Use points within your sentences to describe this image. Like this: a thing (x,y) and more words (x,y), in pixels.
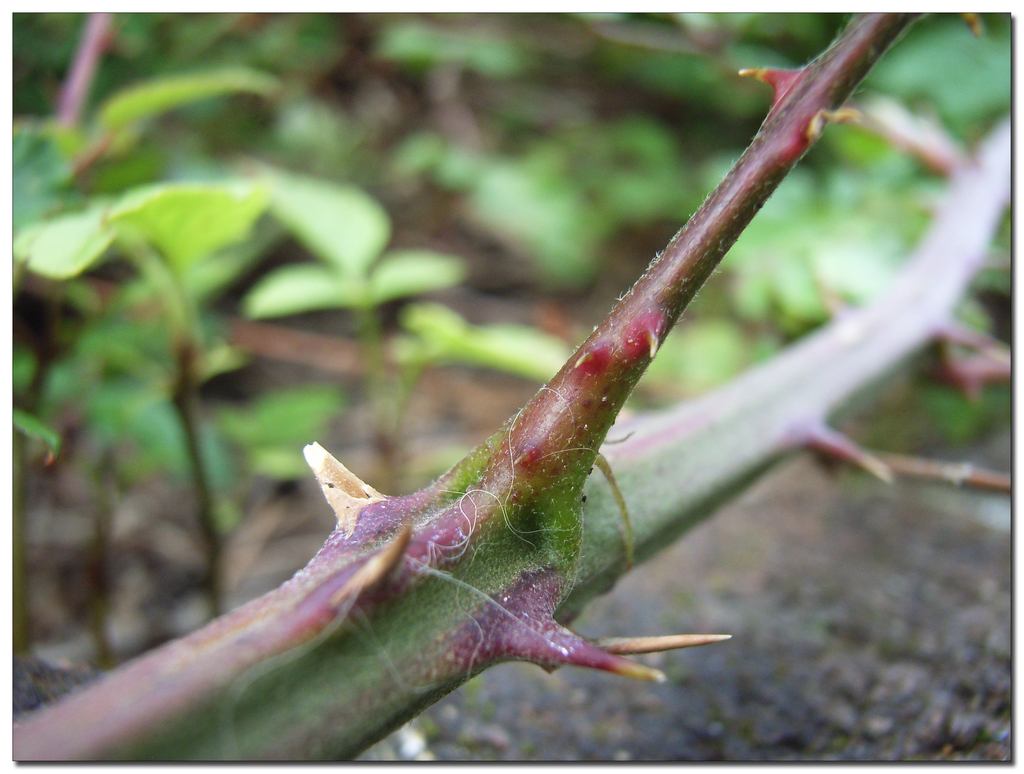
In this picture we can see a branch (564,511) here, there are some spikes (538,627) here, we can see leaves (300,117) in the background (367,119).
